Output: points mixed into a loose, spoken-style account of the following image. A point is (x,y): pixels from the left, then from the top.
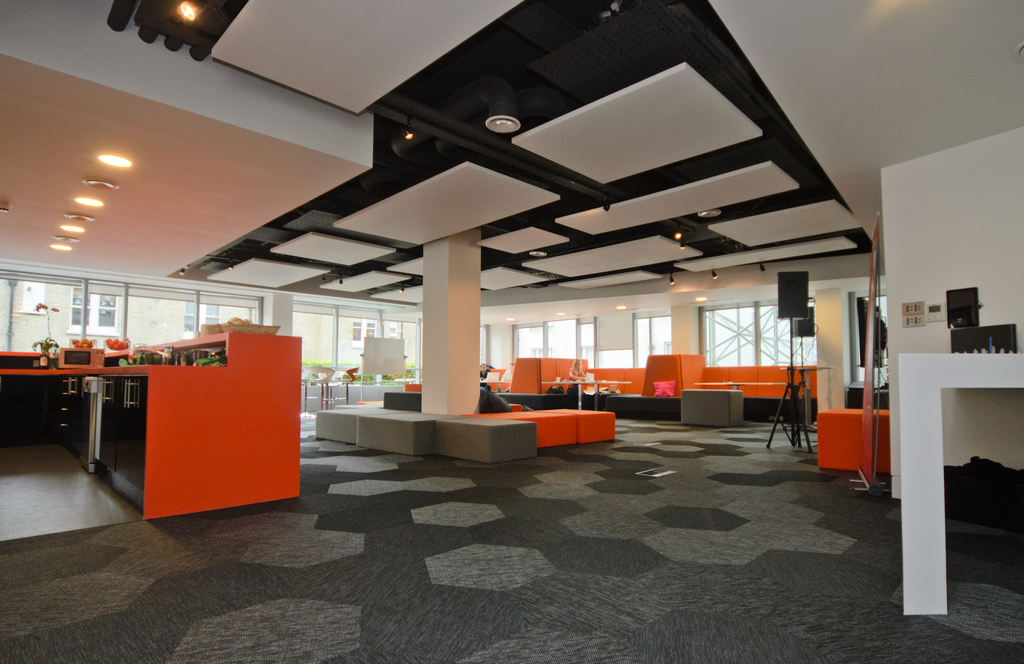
On the left side of the image (114,398) there is a table (244,434). On top of it there is a microwave (87,357) and a few other objects (196,357). At the bottom of the image (444,552) there is a mat (487,570). On top of the image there are lights (116,26). In the background of the image (742,320) there are glass windows (658,323). There is a board (394,365). There is a table (259,361). On the right side of the image (805,324) there are speakers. There is a table (933,601). On top of it there are few objects (978,348).
